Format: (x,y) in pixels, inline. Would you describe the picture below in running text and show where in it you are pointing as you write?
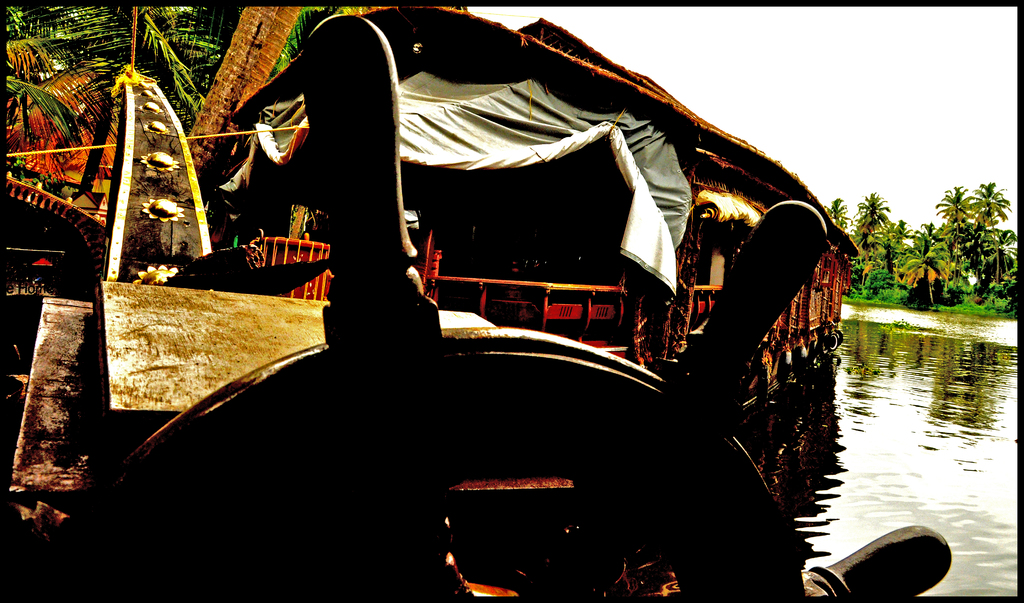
In this image I can see the water (931,455) and few ships (593,417) on the surface of the water (847,434) which are brown in color. In the background (323,11) I can see few trees (306,22) which are green in color and the sky (897,95).
